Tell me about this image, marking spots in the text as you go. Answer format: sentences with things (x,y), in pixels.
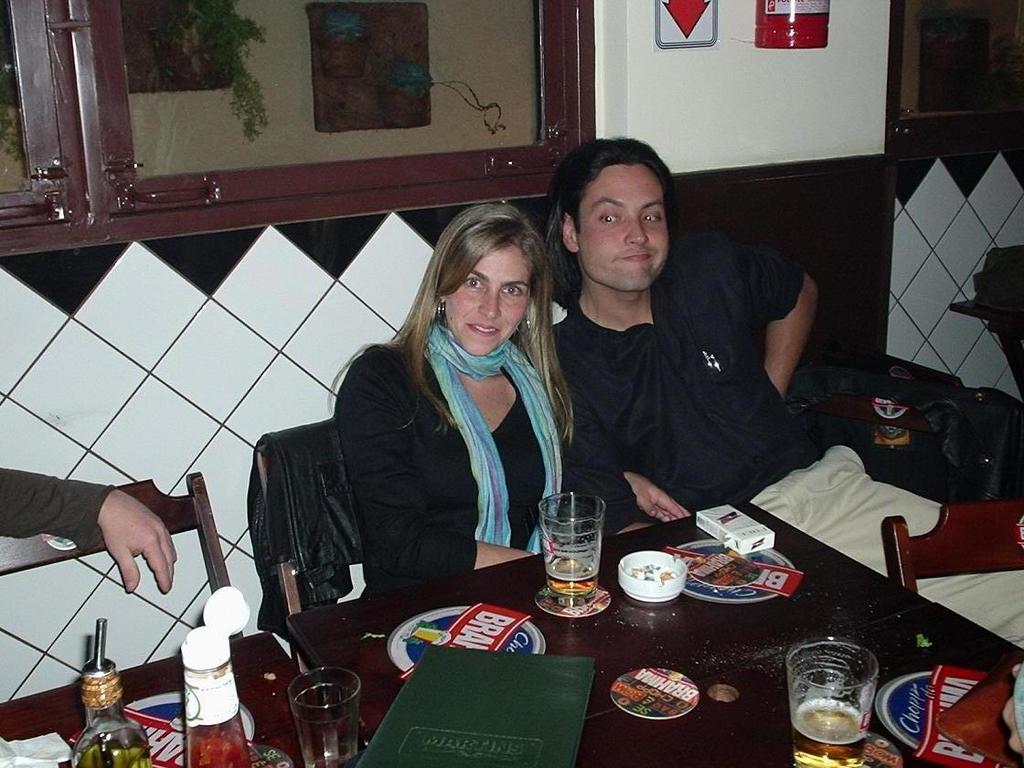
In this image there are group of people (561,381) sitting on a chair (290,484), in the center the woman (419,443) wearing a black colour shirt (424,448) and a blue colour scarf (468,396) having smile (489,330) on her face (492,318), on the right side (727,340) the man (736,388) wearing a black colour shirt (749,428) and white colour trouser (867,511) he is having smile on his face (636,276). at the left side (57,531) i can see hand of a person (67,505) leaning on the chair (33,544) in front of them there is a table (707,647) on the table (686,635) there are glasses (561,591), bottle (210,700) paper (400,667) and a cigarette box (739,529). In the background (462,166) there is a window (104,119), wall (730,102) and fire extinguisher (795,26).
